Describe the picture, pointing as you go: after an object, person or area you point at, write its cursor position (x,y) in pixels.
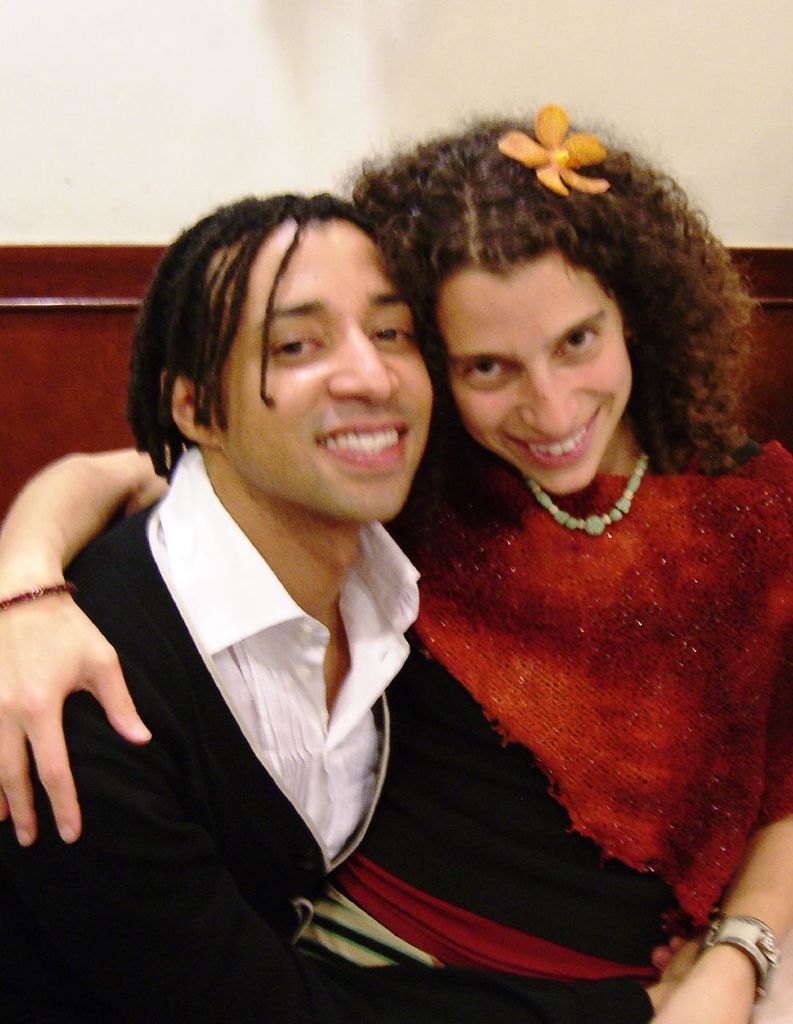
In this image we can see two people (432,683) sitting and there is a wall (262,105) in the background (151,230) and a wooden object (113,308) which looks like a board (93,347).
